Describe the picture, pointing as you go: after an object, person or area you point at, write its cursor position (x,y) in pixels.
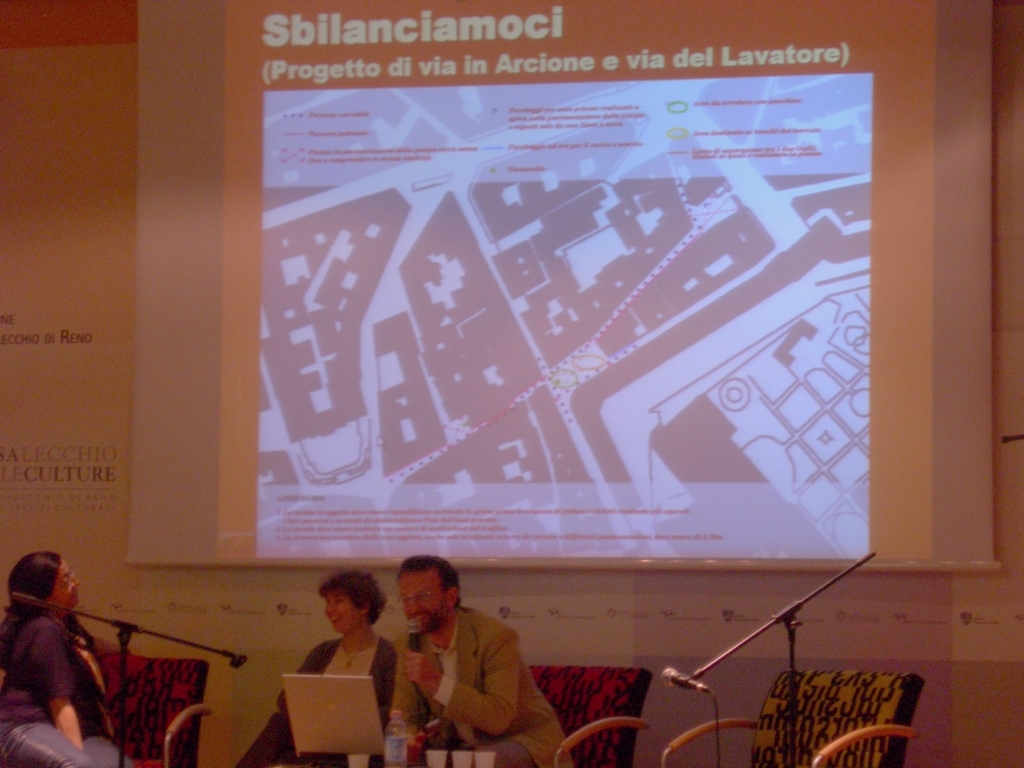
In this image we can see three people (84,649) in the image. A man (440,701) is holding a microphone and speaking into it. There is a projector screen (518,298) in the image.
